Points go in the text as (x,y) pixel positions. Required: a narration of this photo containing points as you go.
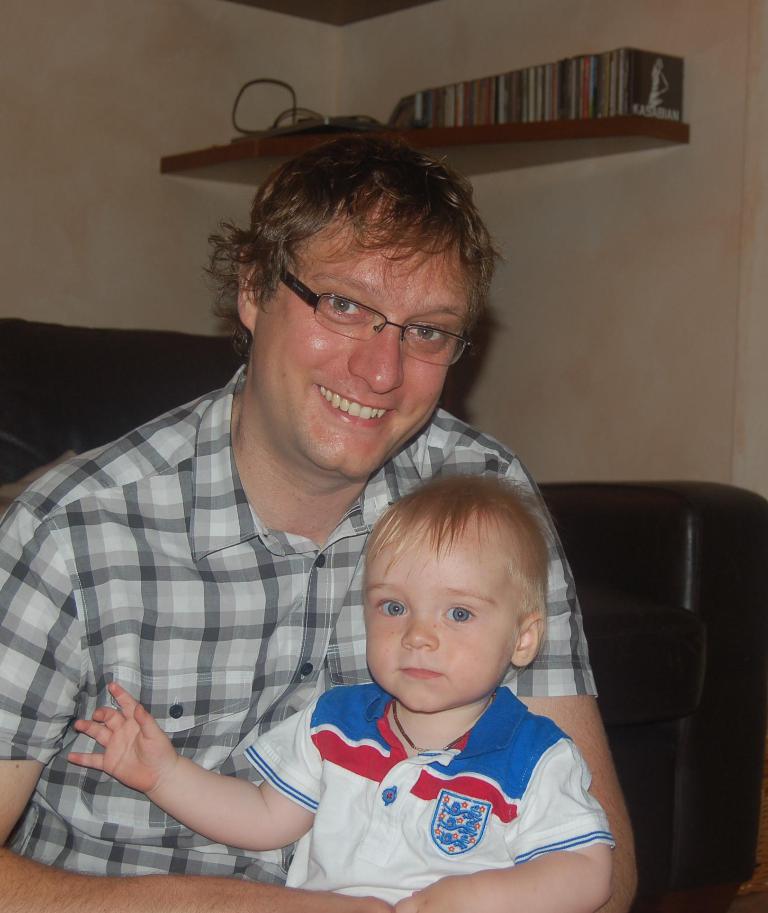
In this image we can see a man (192,452) is holding a kid (457,597). In the background (477,194) we can see wall (173,188), shelf (528,166), and other objects (701,590).
